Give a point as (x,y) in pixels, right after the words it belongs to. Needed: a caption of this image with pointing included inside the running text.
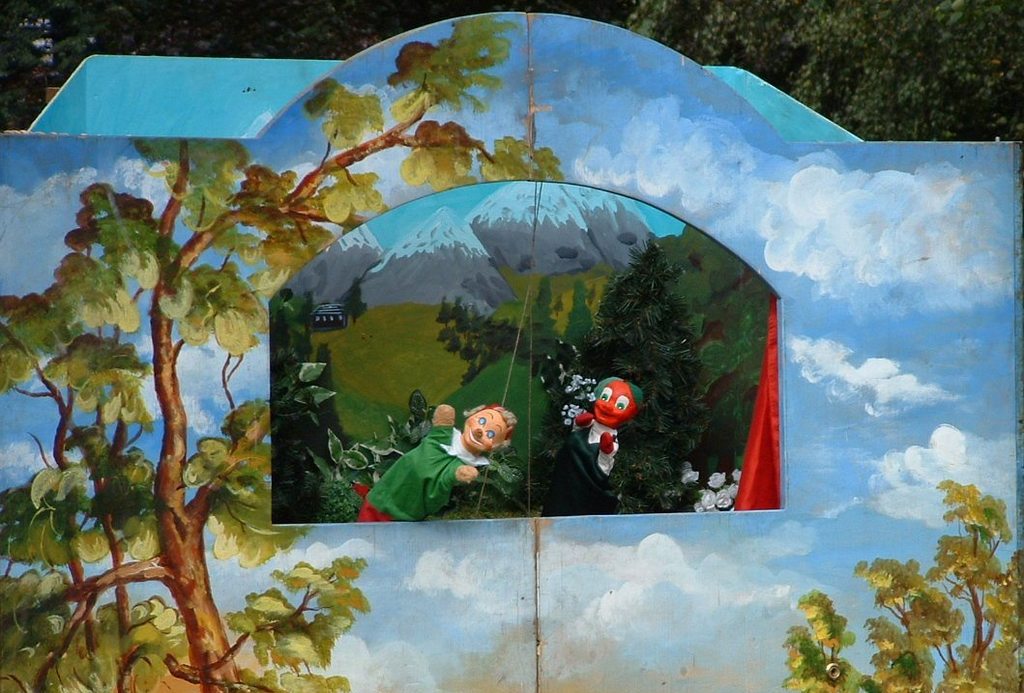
In this picture we can see a painting (829,528) and in this painting (240,600) we can see toys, mountains (398,266), trees (539,354).
